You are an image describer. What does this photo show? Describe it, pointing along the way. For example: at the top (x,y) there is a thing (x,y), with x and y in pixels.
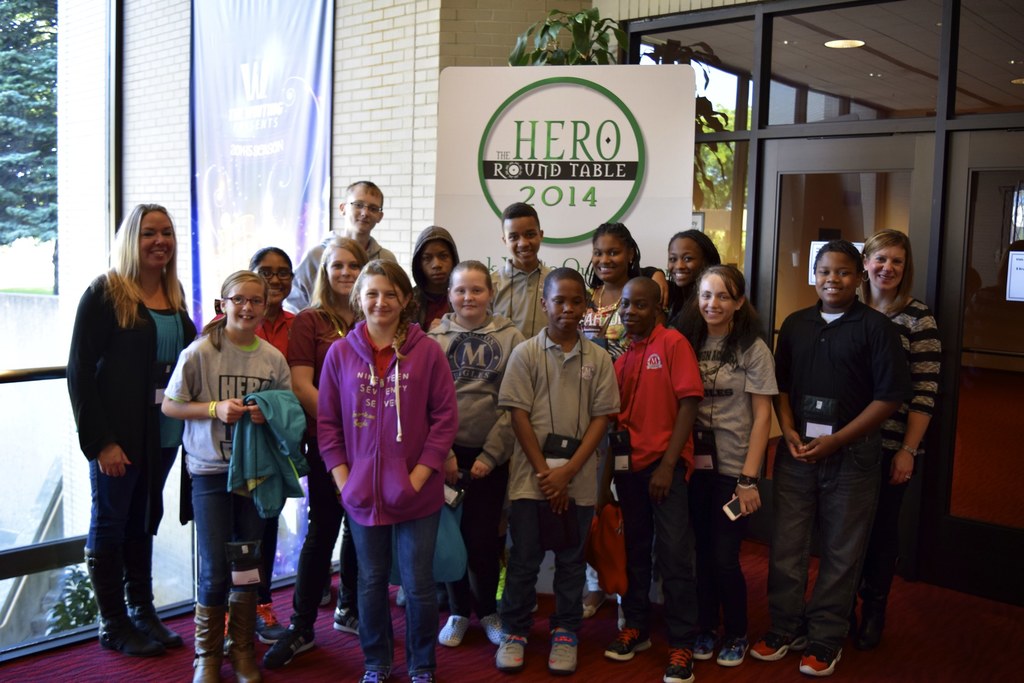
In this picture we can see group of boys and girls (483,551) standing and giving pose into the photograph. Behind we can see roller poster (601,149) on which "Hero Round Table 2014" is written. In the background (398,83) we can see brick color white wall (408,70) and a big glass door (1003,244).
